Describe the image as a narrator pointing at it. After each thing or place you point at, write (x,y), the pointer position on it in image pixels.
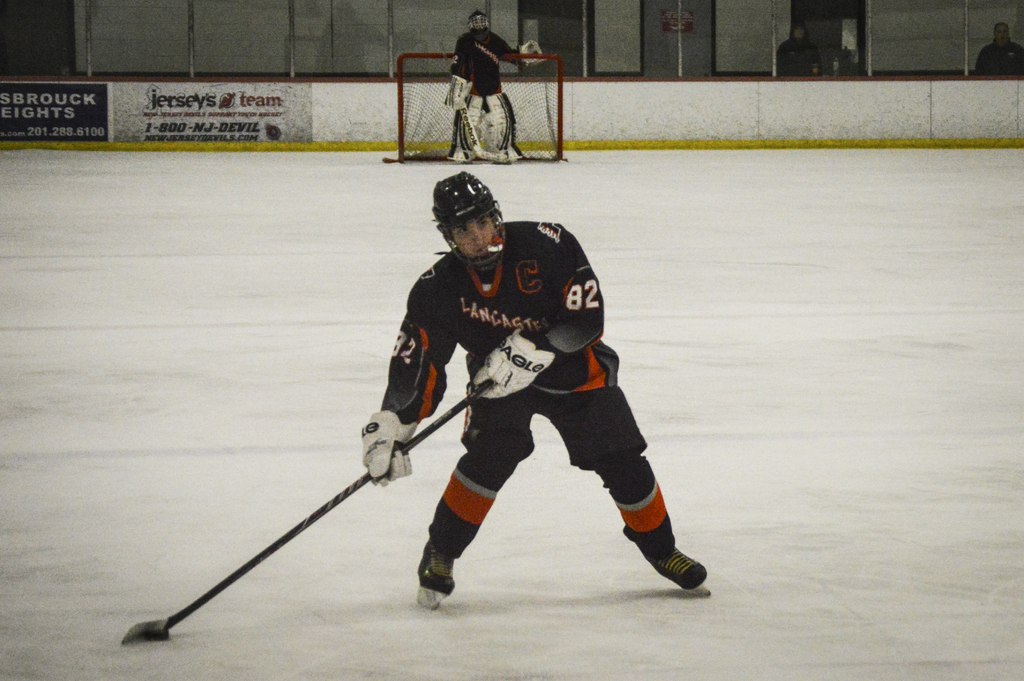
In this image in the center (507,404) there is one man (610,482) who is holding a stick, and in the background (766,37) there are some people (453,96) and wall (807,78), net (521,129) and some boards (69,138). At the bottom (497,617) there is ice (820,537).
